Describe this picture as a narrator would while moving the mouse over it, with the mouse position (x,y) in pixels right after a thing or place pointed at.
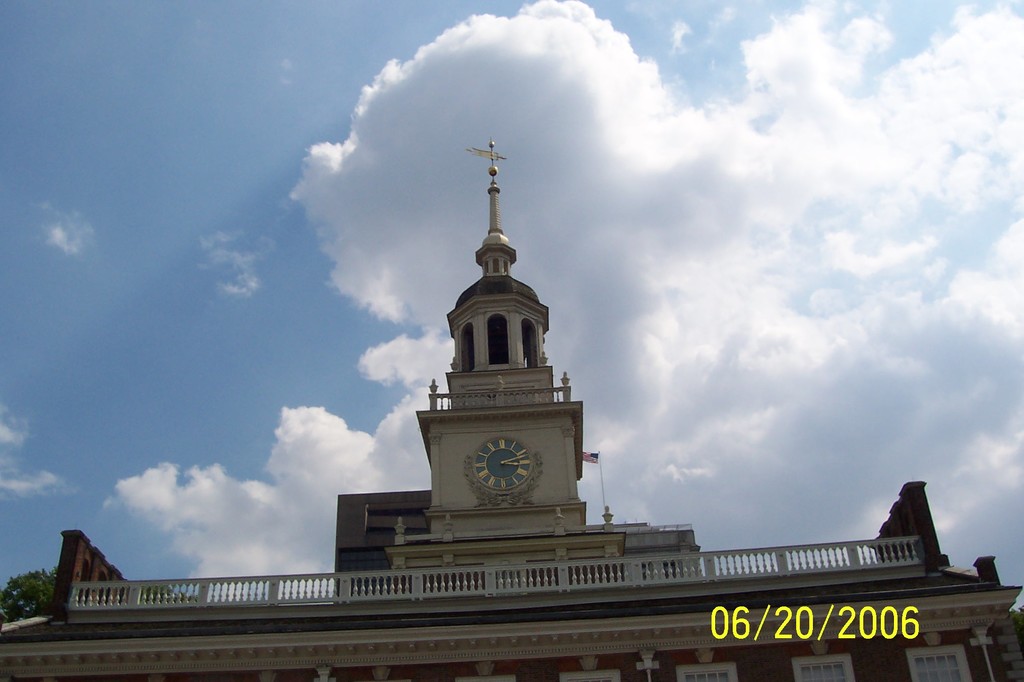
This picture might be taken from outside of the building (591,668). In this image, in the middle (542,430), we can see a clock (478,461) which is attached to a building (416,630), flag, tower (548,447). On the top (783,135), we can see a sky (912,361), at the bottom (707,671), we can see some windows (707,671).
